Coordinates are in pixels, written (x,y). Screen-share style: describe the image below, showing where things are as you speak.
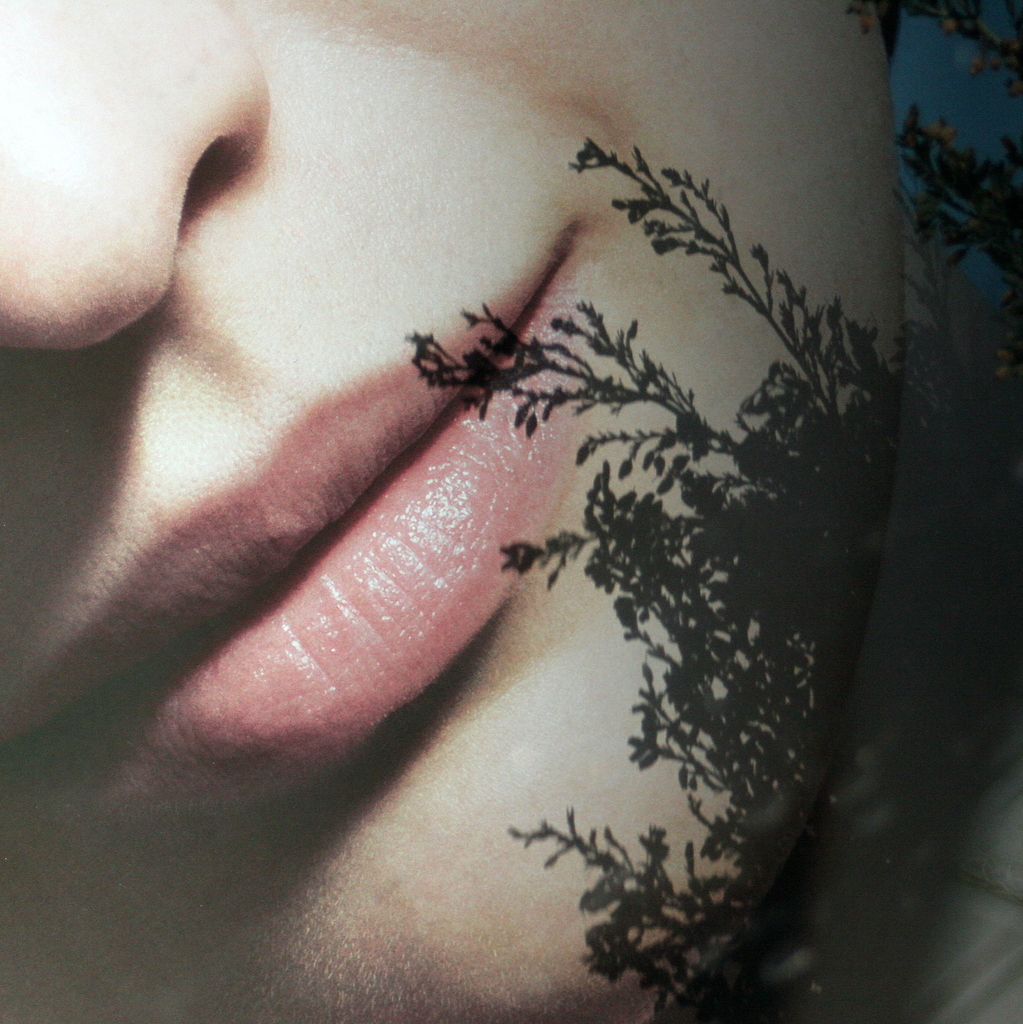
This is an edited image, we can see the head (255,482) of a person (368,653).
